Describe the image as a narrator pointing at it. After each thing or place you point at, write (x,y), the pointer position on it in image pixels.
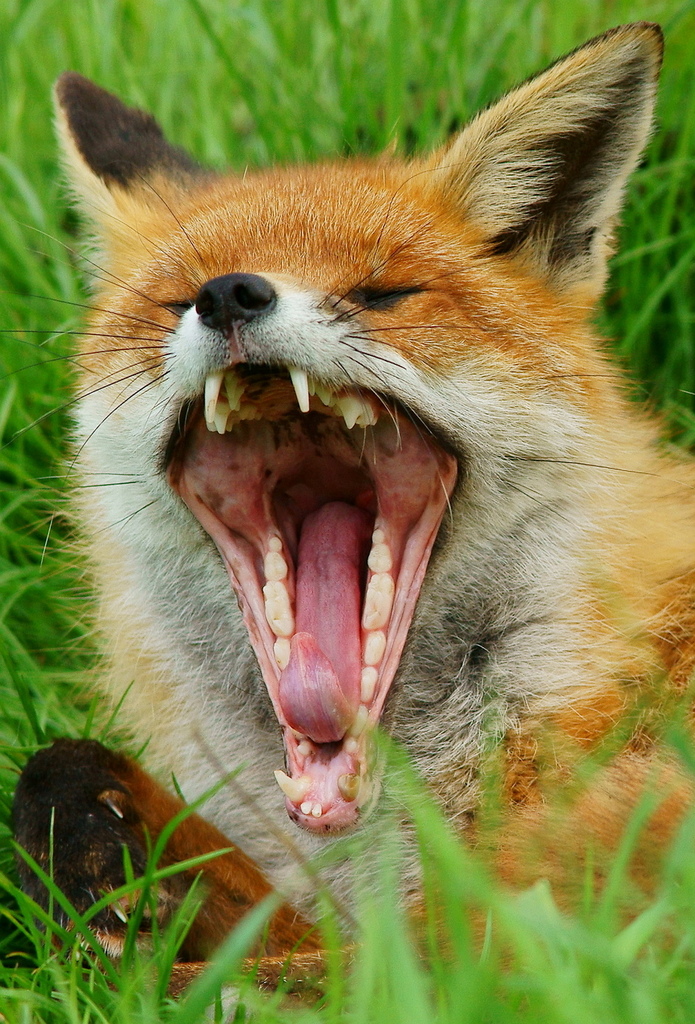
A red fox (102,829) is present on the grass (439,44) and yawning.
